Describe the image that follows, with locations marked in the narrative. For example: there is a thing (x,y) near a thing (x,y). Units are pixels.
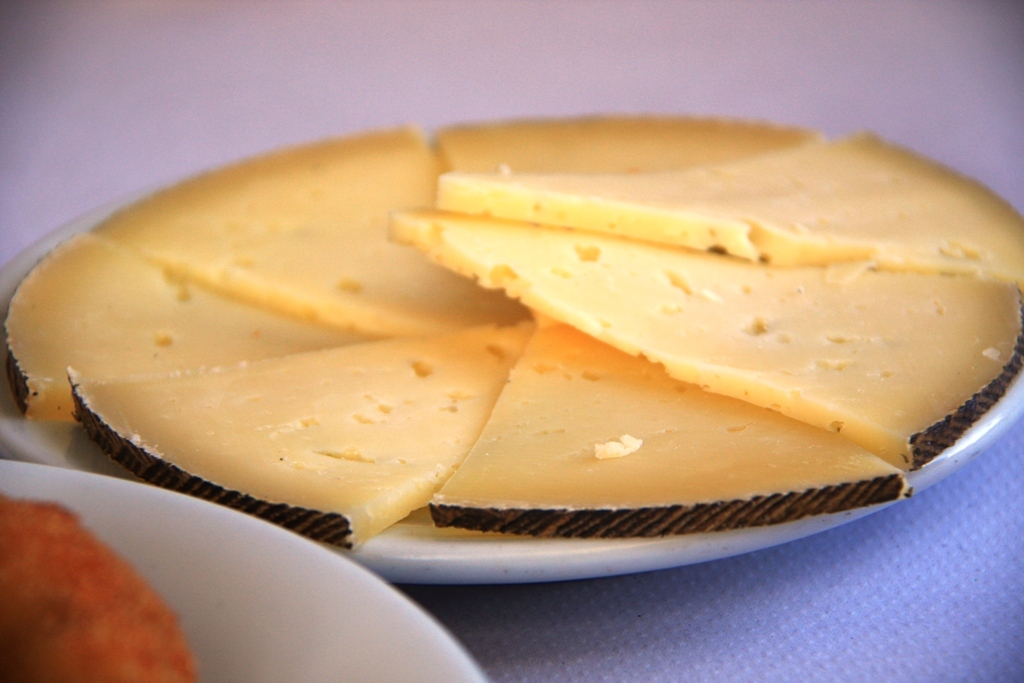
This picture shows some food (416,417) in the plate (401,543). we see another plate (155,532) on the side on the table (934,14).
